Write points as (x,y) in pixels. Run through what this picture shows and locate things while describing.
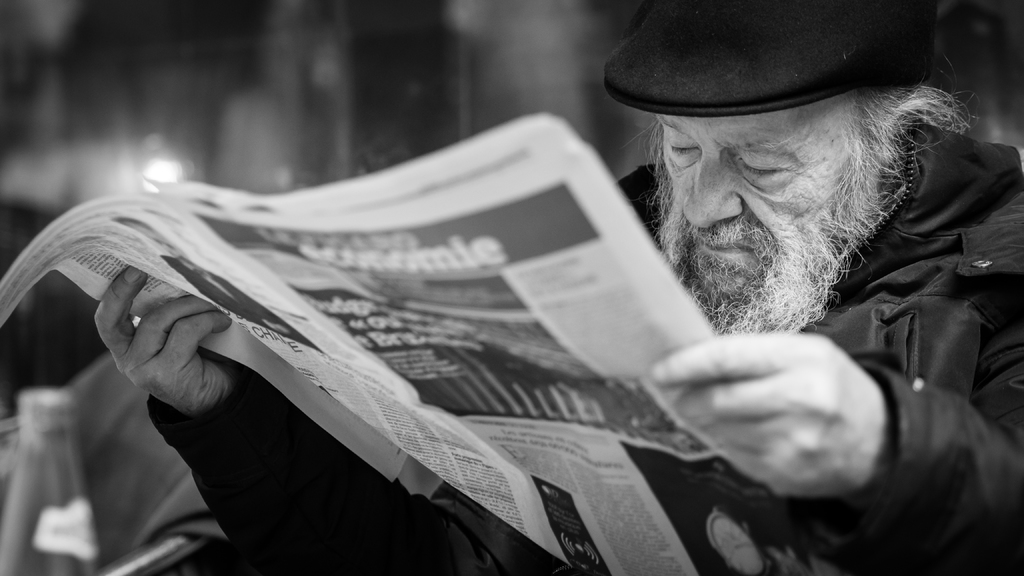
In this image I can see a person (843,232) holding a paper (49,260) and wearing a black color dress (914,263) and wearing a black color cap (768,61) on his head (833,245) and visible on the right side (841,254).
